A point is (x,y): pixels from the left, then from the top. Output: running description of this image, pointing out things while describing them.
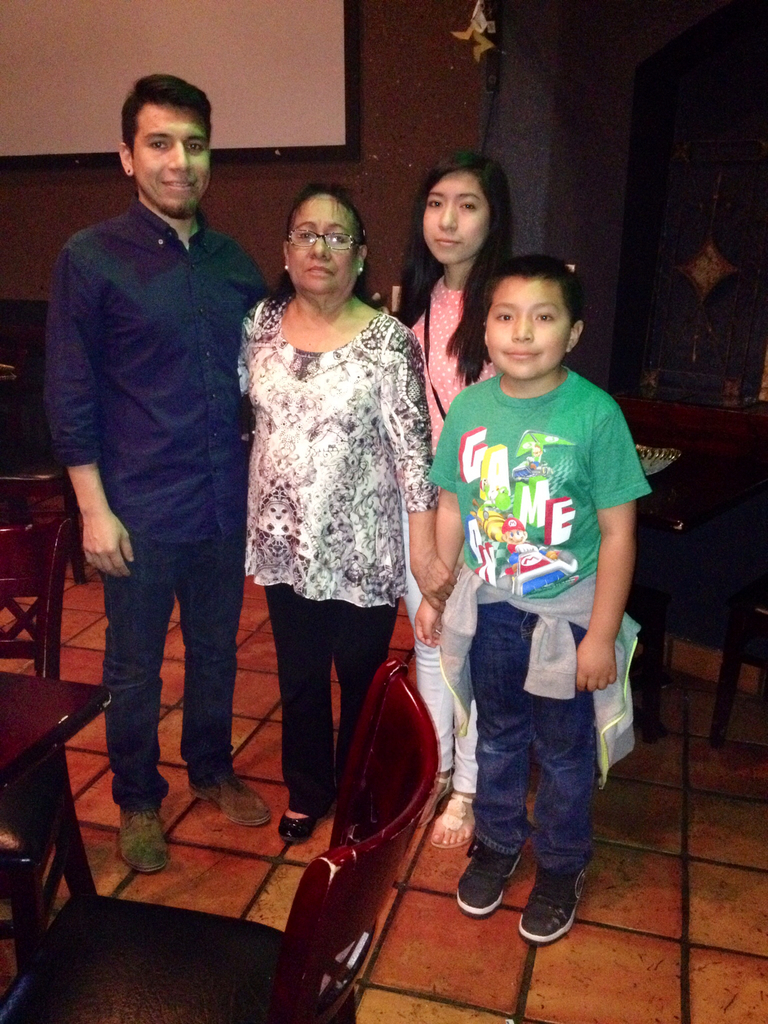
In this image I can see a group of people (293,397) are standing on the floor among them, we have a man (172,446), a woman (313,553), a boy (511,447) and a girl (441,305) who are smiling. Behind this people (376,381) we have a projector screen (278,76) and in front of the people (318,386) we have a chair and a table (28,752).
